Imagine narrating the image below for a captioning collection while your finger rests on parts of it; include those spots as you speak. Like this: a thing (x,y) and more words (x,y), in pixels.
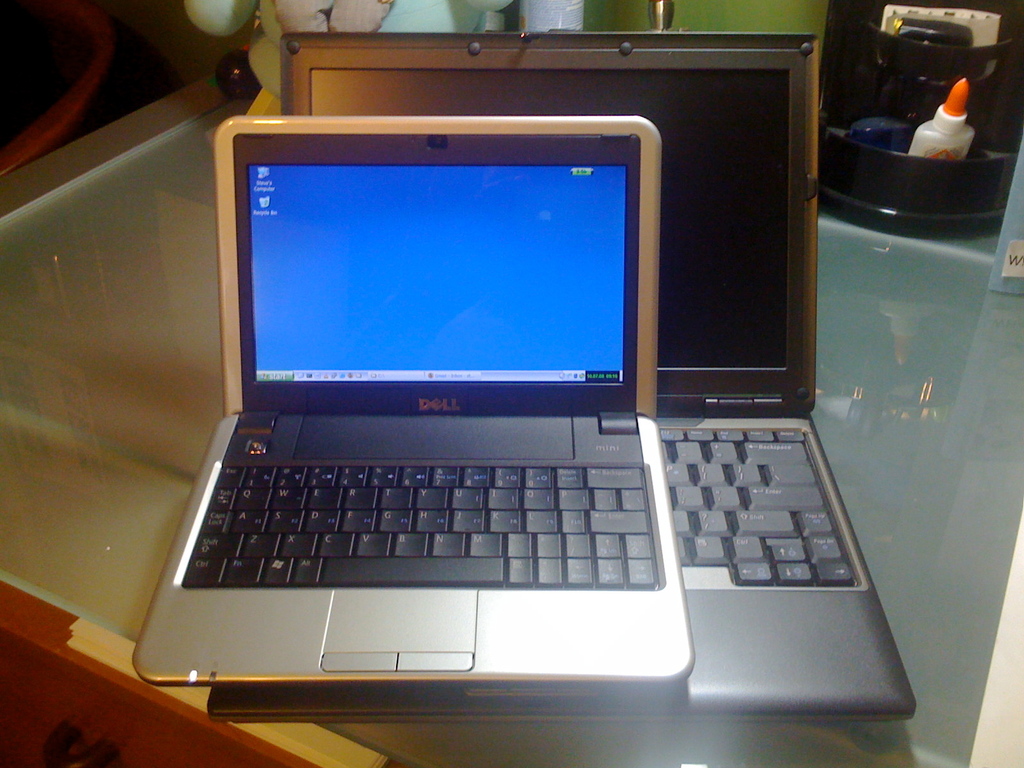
In the middle of the image (498,390) we can see few laptops (598,378) on the table (831,463), and we can find few things (910,71) in the background (862,163).
